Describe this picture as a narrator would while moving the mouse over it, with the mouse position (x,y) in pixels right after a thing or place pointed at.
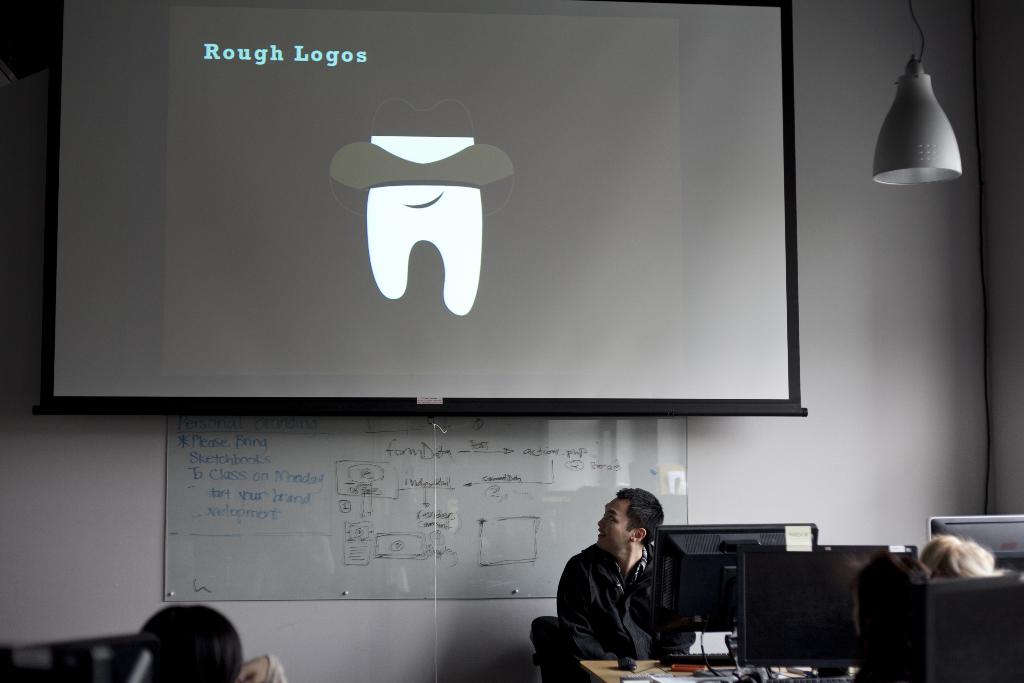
In the image I can see some people (876,651) sitting in front of the tables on which there are some screens (940,666) and behind there is a projector screen (420,403) and a white board (233,598).
